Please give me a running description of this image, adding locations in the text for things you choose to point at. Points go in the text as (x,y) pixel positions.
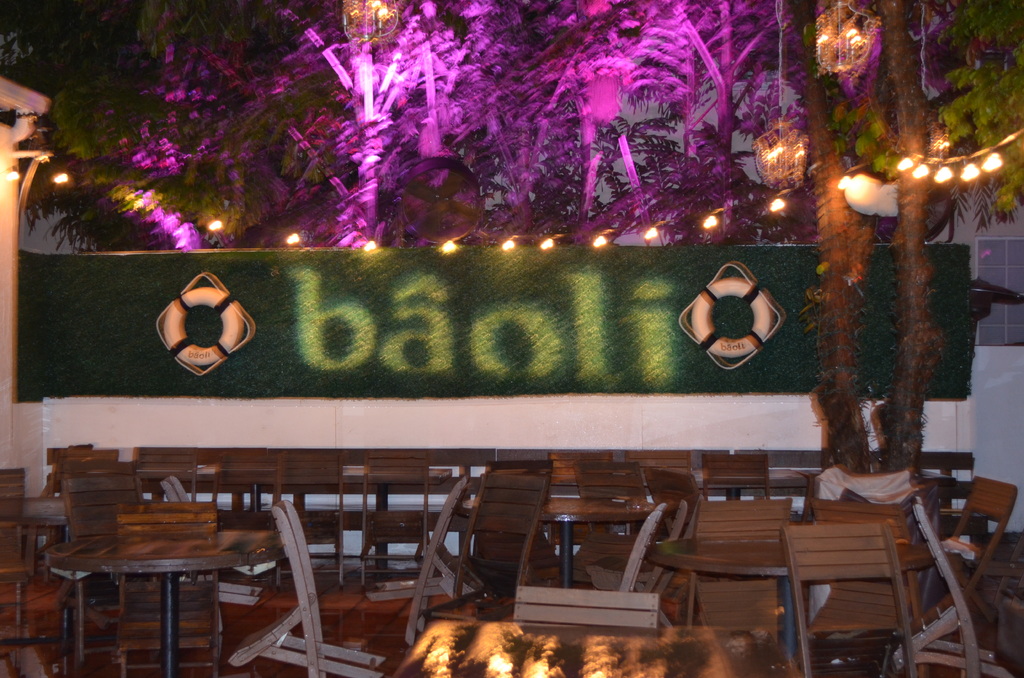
In this image in the front (427,506) there are empty chairs (618,590) and tables (789,573). In the background (444,352) there is a board (493,341) with some text (492,339) written on it and on the top (933,143) there are lights (992,153) and there are trees (672,87) in the background (732,85).
